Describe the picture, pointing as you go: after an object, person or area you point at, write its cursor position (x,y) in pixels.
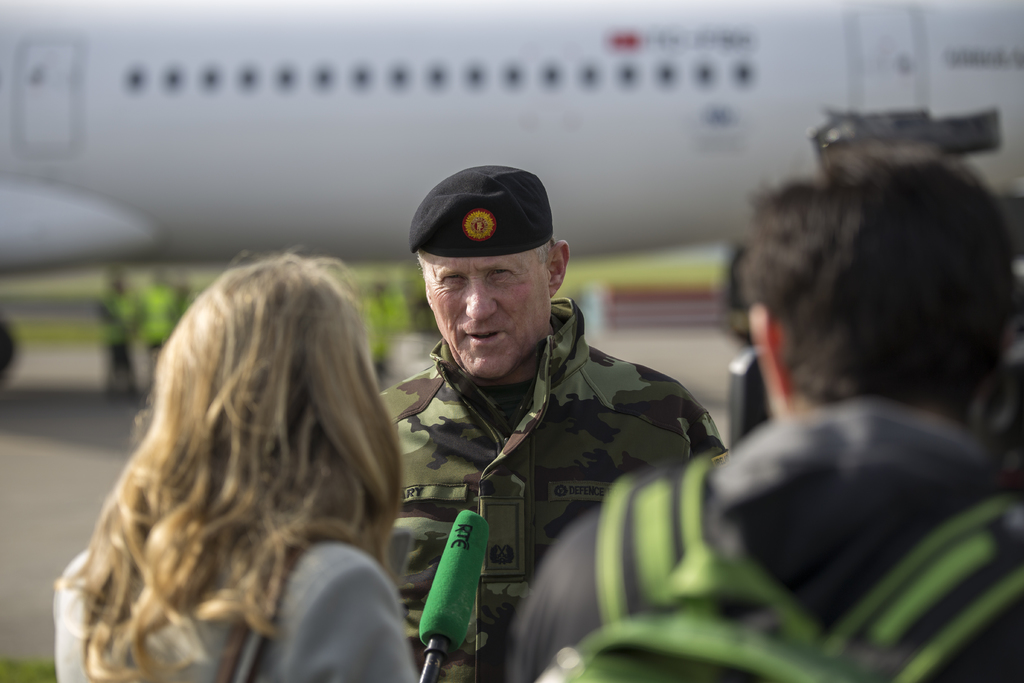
In this picture we can see three people (925,511) are standing and a woman (350,613) is holding a microphone (440,593). Behind the people (425,393) there is an airplane (391,106) and some blurred people (118,327) are standing on the path (99,347).
